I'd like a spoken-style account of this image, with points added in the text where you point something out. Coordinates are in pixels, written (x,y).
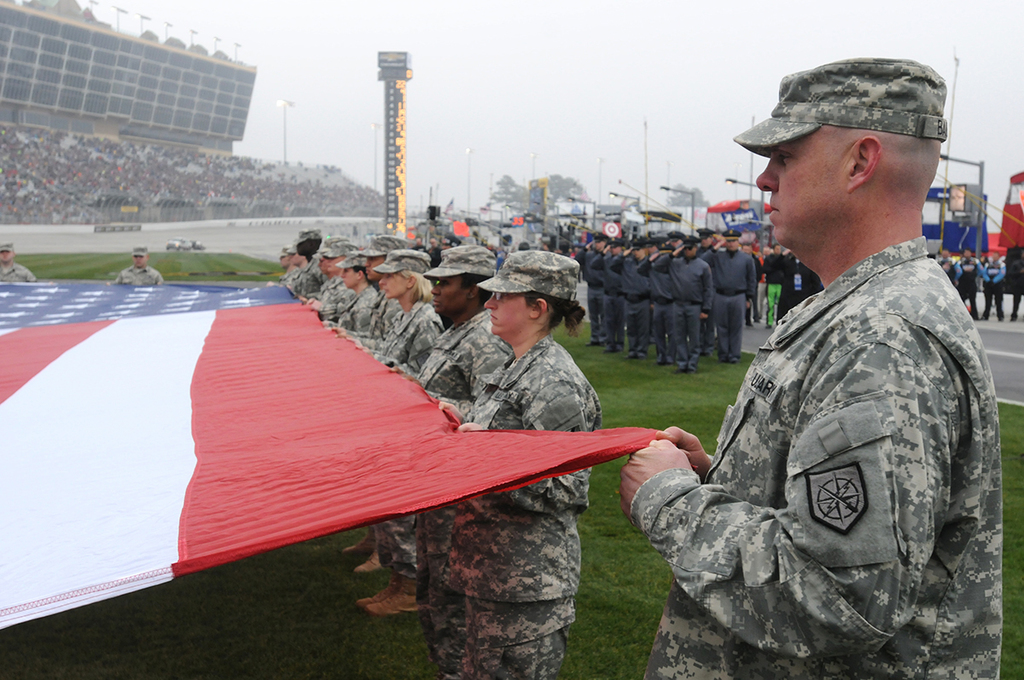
These people (507,422) wore military dressed (468,345) and holding flag (136,386). Background (12,143) we can see crowd (364,193), light poles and trees (501,201). Here we can see grass (639,407).
